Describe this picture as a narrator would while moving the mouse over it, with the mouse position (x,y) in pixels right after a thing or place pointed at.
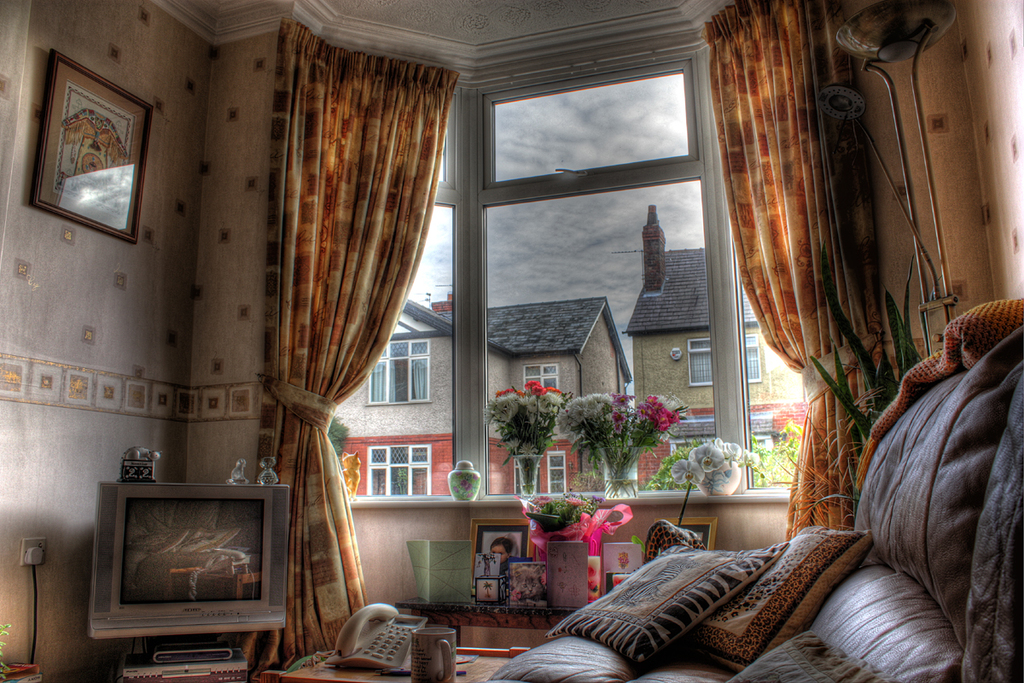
In this image we can see an inner view of a room (371,551), there is a TV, DVD player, photo frames (506,587), house plants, cushions (797,560), sofa (932,395), jars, electric socket (25,540), stand (931,192), coffee mug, telephone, also we can see the sky (584,153), houses (532,310), windows (542,185), curtains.
